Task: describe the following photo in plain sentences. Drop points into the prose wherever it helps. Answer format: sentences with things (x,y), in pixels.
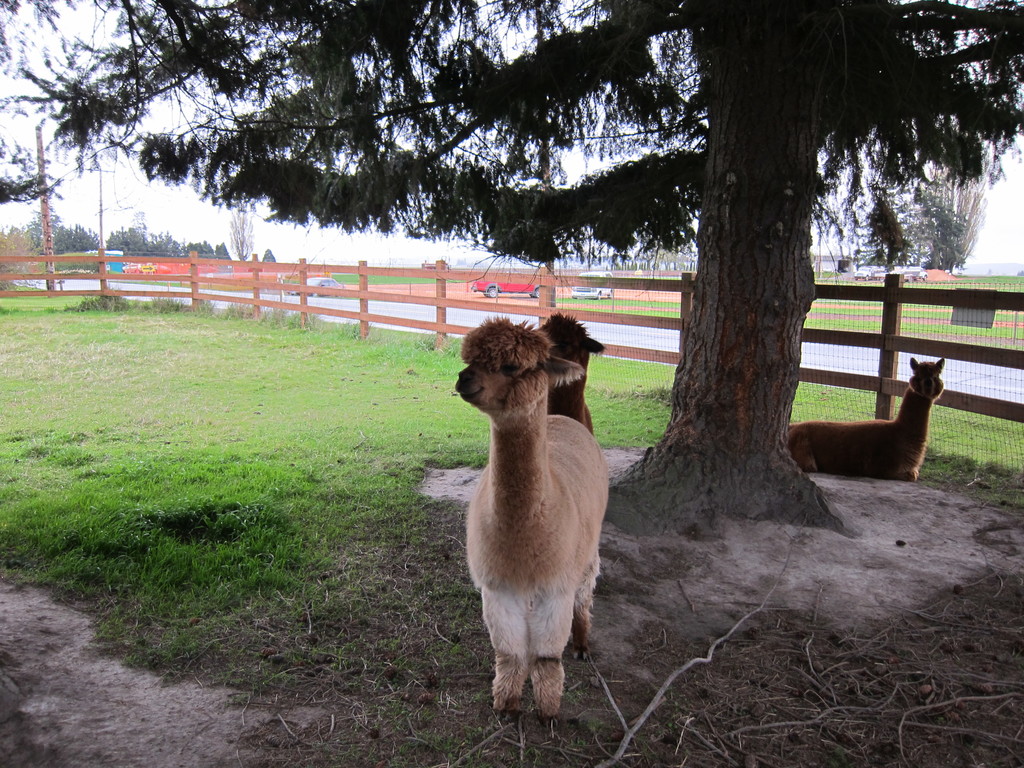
In this image I can see the ground (234,531), some grass (162,474) on the ground (147,448) and three animals (553,509) which are brown and cream in color. I can see a tree (688,216), the wooden railing (439,323), the road (425,307) and few vehicles (575,296). In the background (94,217) I can see few trees (952,254) and the sky (171,194).
